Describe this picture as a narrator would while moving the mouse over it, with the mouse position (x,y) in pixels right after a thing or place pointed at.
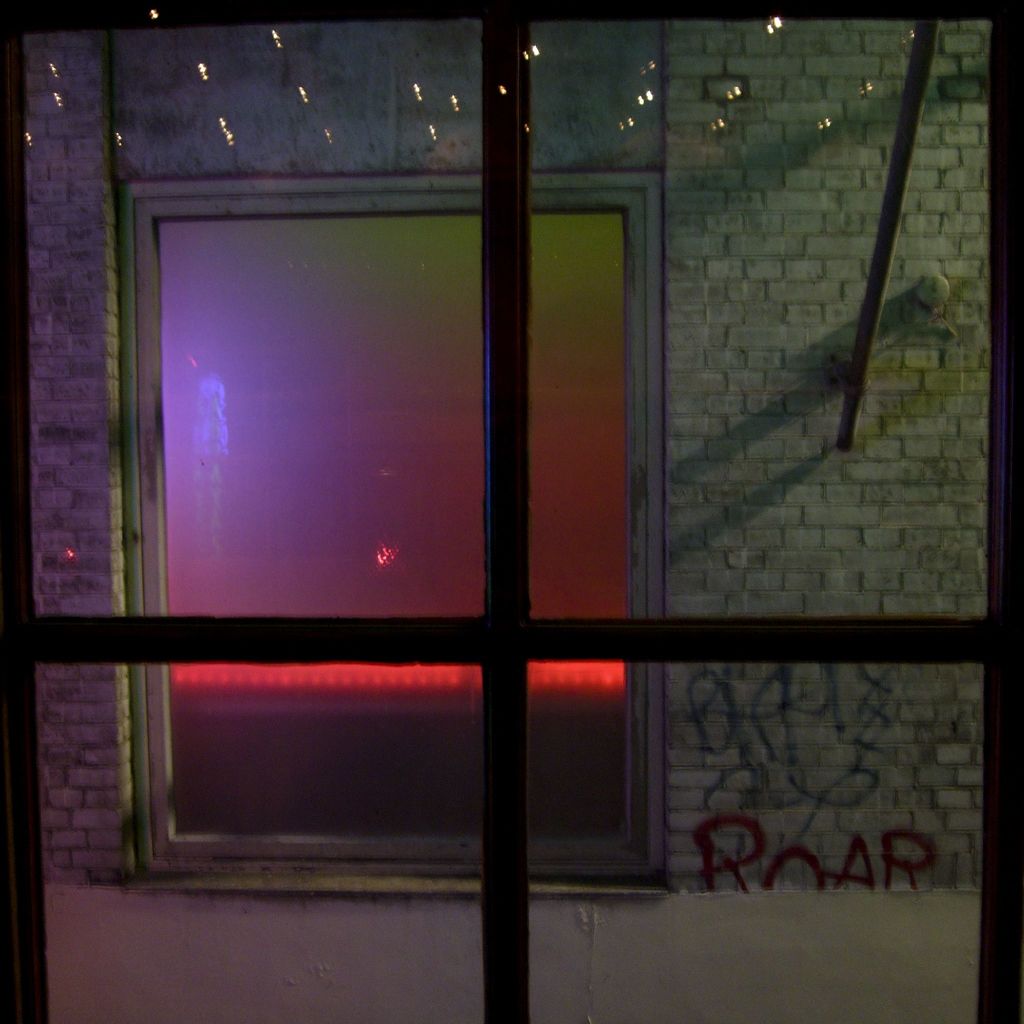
In this image we can see the glass windows (513,878) through which we can see the brick wall (787,306) and another glass windows (362,552).
